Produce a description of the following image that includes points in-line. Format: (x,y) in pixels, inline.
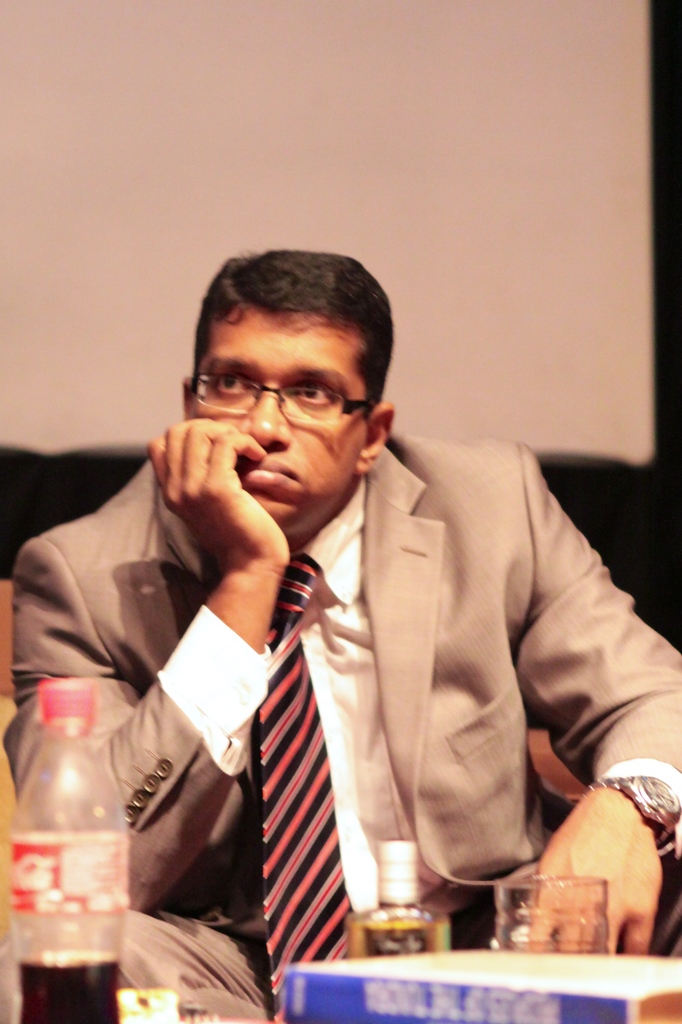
This image consists of a man (437,515) who is sitting. This man (407,631) is wearing blazer (465,697), tie (317,789), white color shirt (335,770), he is wearing specs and he also has watch (625,787) to his hand (629,836). In front of him and bottom of the image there is a coke bottle (28,1014) a box (600,965) a glass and a small bottle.
